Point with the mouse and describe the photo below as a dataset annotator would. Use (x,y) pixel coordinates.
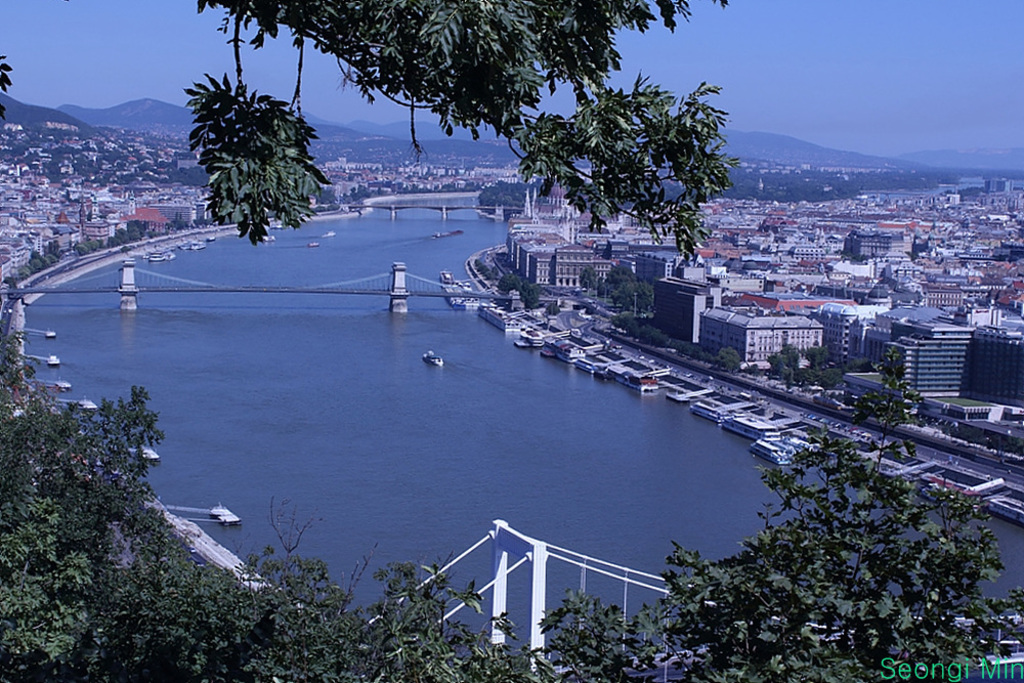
In this image I can see few boats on the water (418,414). Background (953,249) I can see few buildings (805,334), trees (116,502) in green color and sky (764,97) in blue color.
